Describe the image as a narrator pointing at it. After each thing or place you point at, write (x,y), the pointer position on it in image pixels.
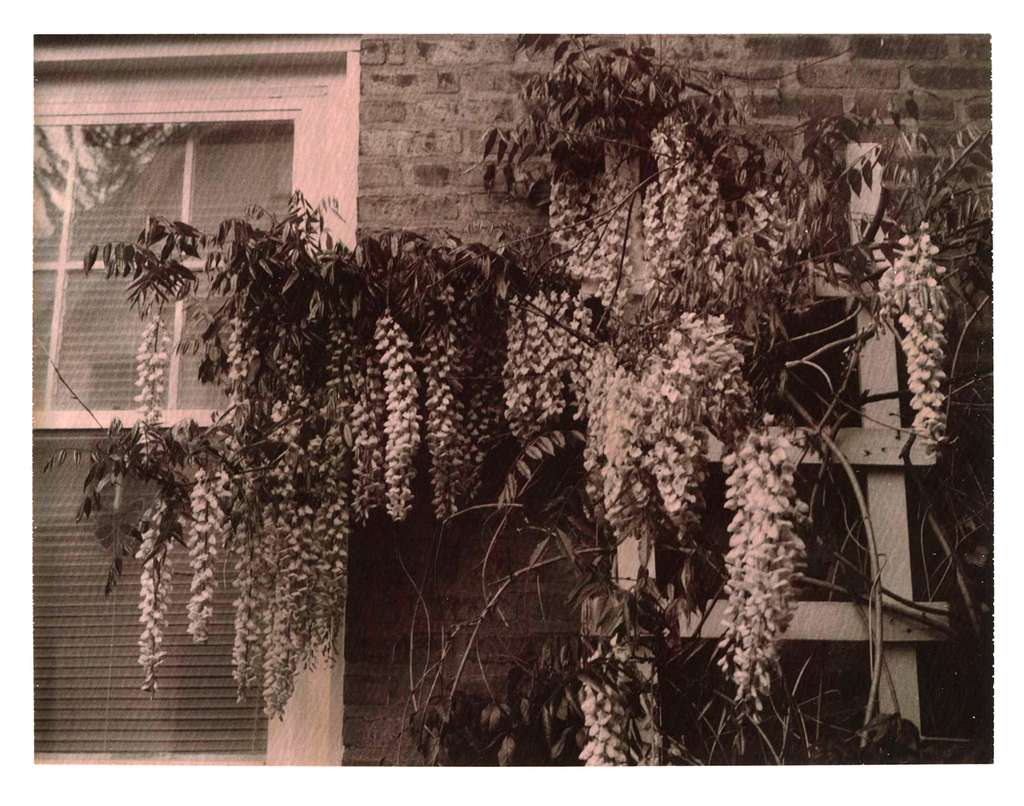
This is a black and white picture. Here, we see trees (746,617). Behind that, we see a building (519,224) which is made up of bricks (366,135) and we even see a white color window (207,100).
